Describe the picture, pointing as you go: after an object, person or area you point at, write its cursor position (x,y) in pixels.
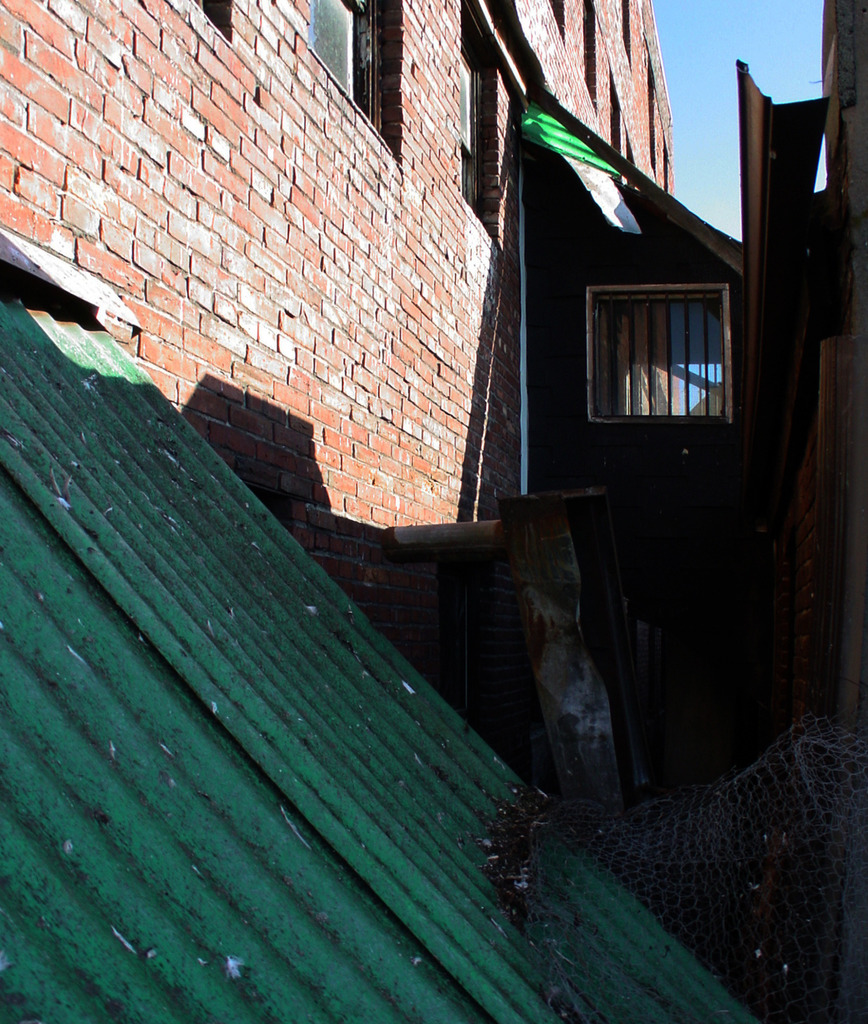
In this picture we can see roof sheets (426,768) and a building (414,594) with windows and some objects (782,211) and we can see sky (733,216) in the background (817,191).
